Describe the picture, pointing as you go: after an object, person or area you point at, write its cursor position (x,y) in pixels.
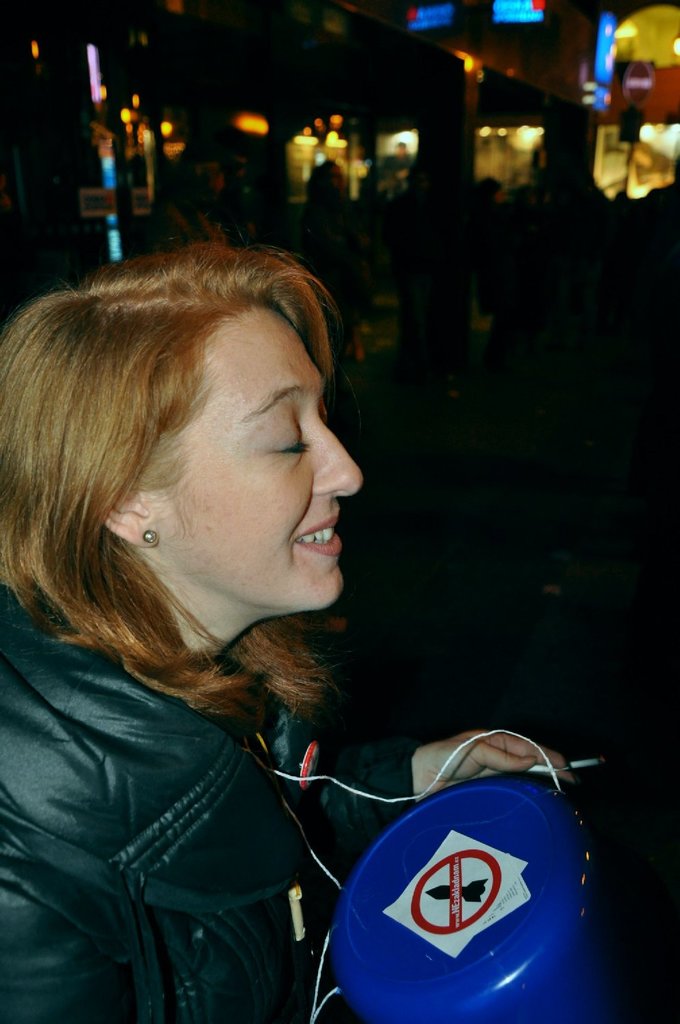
This image consists of a woman (249,632). She is wearing a black jacket (240,818). She is holding something.
